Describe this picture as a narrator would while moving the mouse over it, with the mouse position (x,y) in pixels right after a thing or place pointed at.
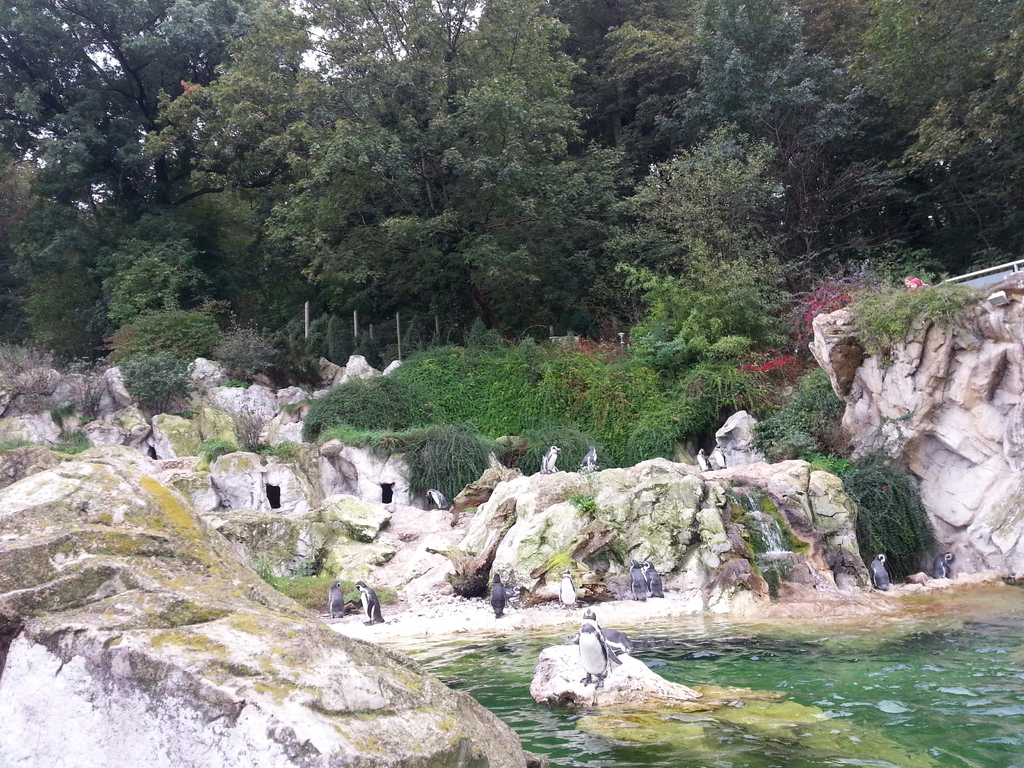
In this image I can see water (976,612) in the front (878,727) and in the center of this image (551,450) I can see number of penguins (638,590). In the background (70,319) I can see plants (361,350), few poles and number of trees (519,273).
